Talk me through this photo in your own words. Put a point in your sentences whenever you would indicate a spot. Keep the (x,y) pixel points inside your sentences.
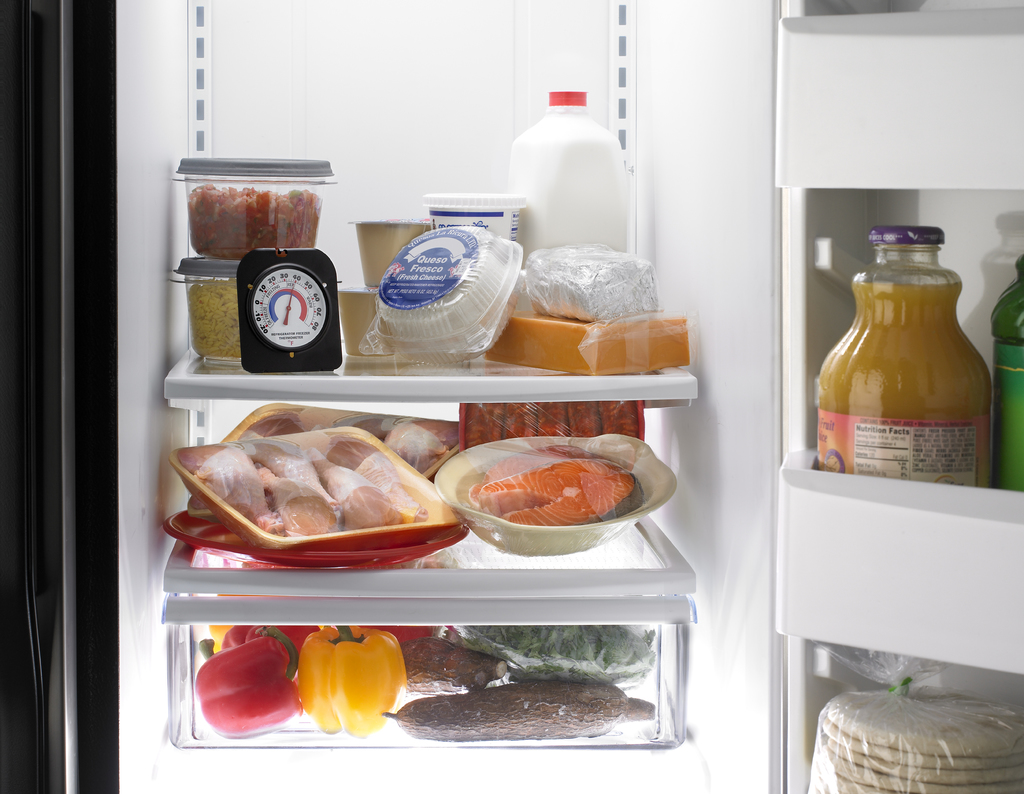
In this picture we can see boxes (401,234), vegetables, bottles (906,367), food items (425,507) and objects (417,272) in the refrigerator (450,771).
